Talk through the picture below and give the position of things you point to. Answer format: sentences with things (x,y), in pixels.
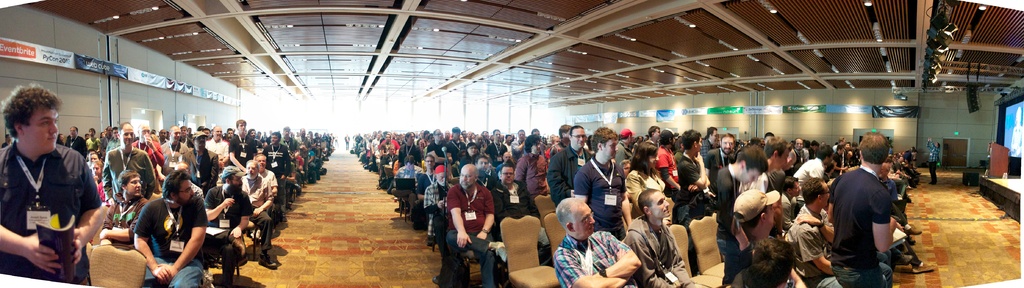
In front of the image there are a few people (6,243) standing and there are a few people (115,212) sitting on the chairs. On the right side of the image (983,179) there is a stage (1005,184). There is a screen (1013,129) and there are a few other objects (991,168). In the background of the image (180,85) there are banners (657,118). On top of the image (934,38) there are lights (936,22). At the bottom of the image (361,240) there is a floor (355,242).
